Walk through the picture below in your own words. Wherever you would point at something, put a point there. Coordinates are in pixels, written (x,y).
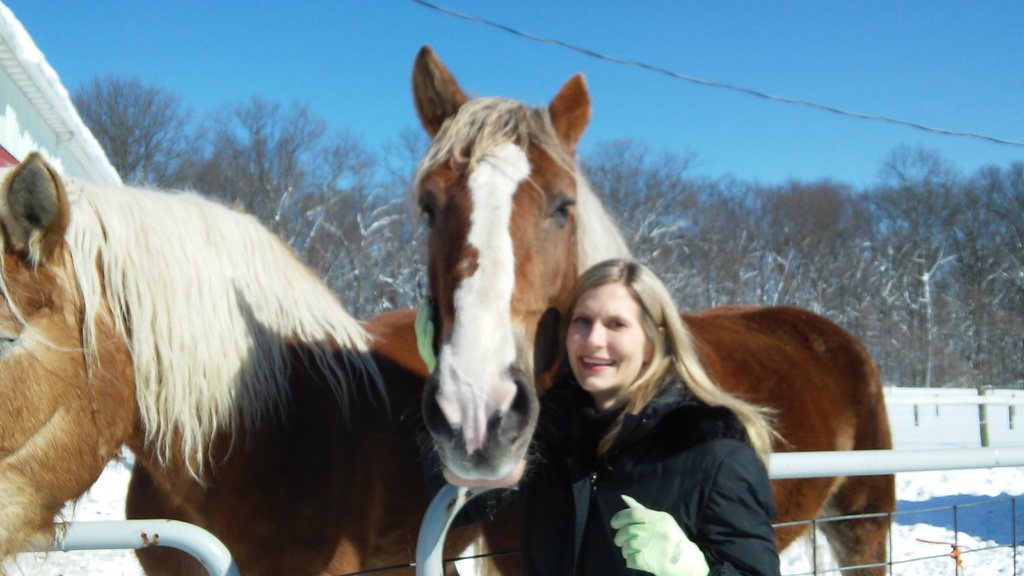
In the image we can see, there are two horses (300,357) and a women (603,438), who is smiling at camera, she is wearing a black color jacket (683,471) and gloves (673,548). Back of her there are many trees (795,242), snow (904,514), iron fencing (892,454) and blue sky (827,76).
